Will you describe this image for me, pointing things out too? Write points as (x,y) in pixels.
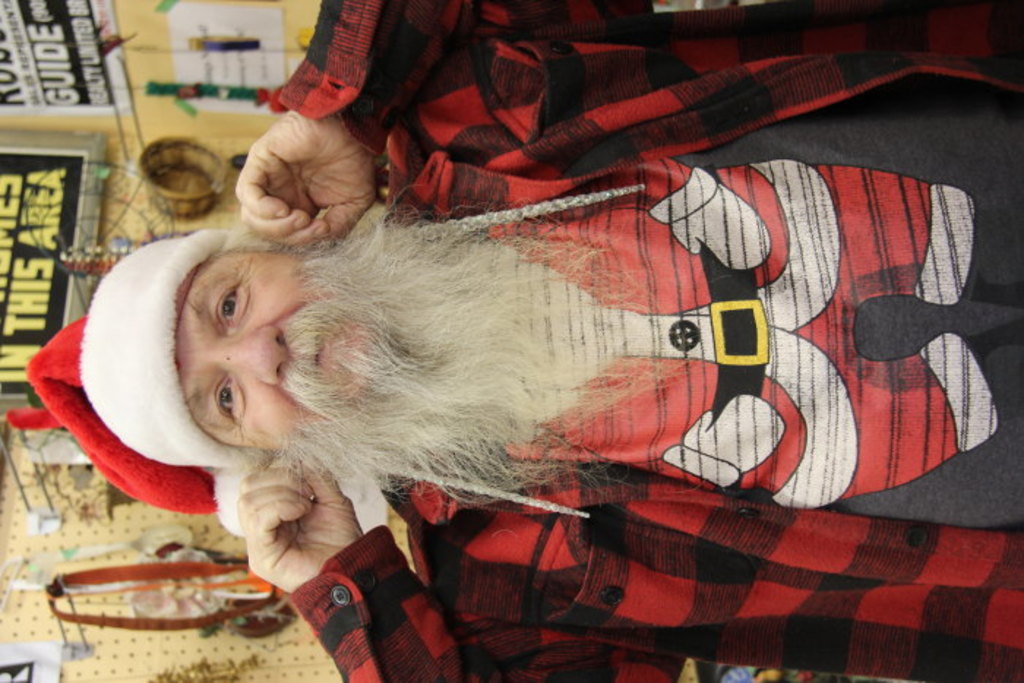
In the image we can see there is a man (407,400) standing and he is wearing cap (86,381) on his head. Behind there are other items (78,97) kept on the wall (146,61).
